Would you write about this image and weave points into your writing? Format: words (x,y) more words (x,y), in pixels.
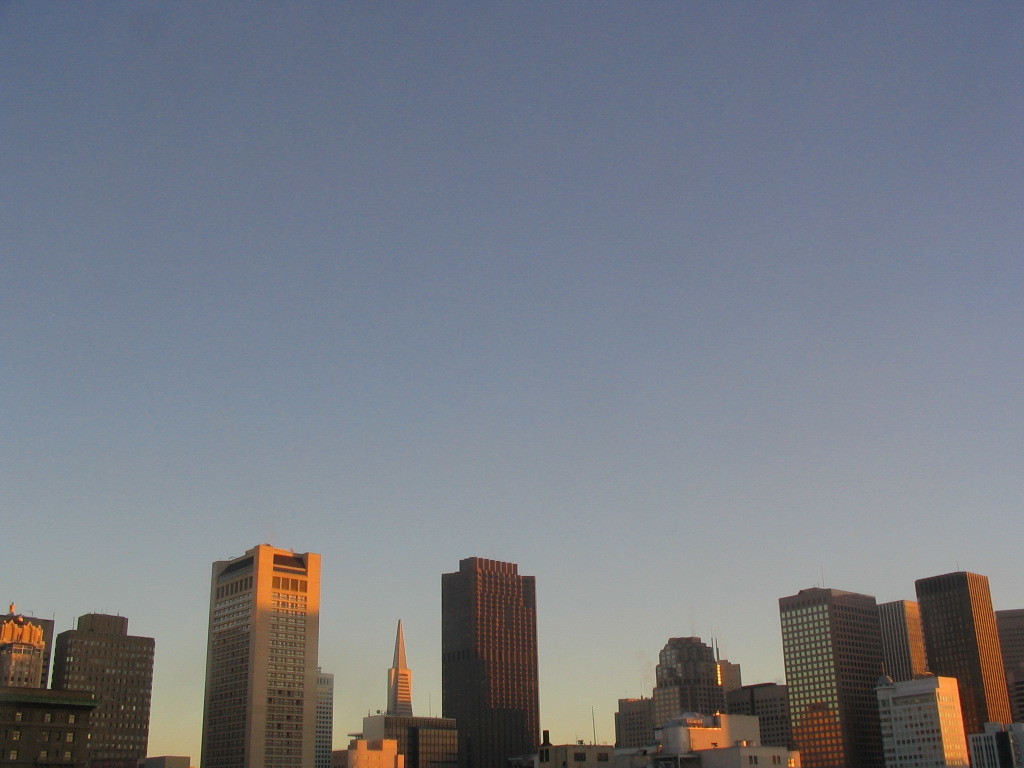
This is the picture of a city (298,621). In this image there are buildings (447,668) and poles (596,730). At the top (539,203) there is sky (695,281).
